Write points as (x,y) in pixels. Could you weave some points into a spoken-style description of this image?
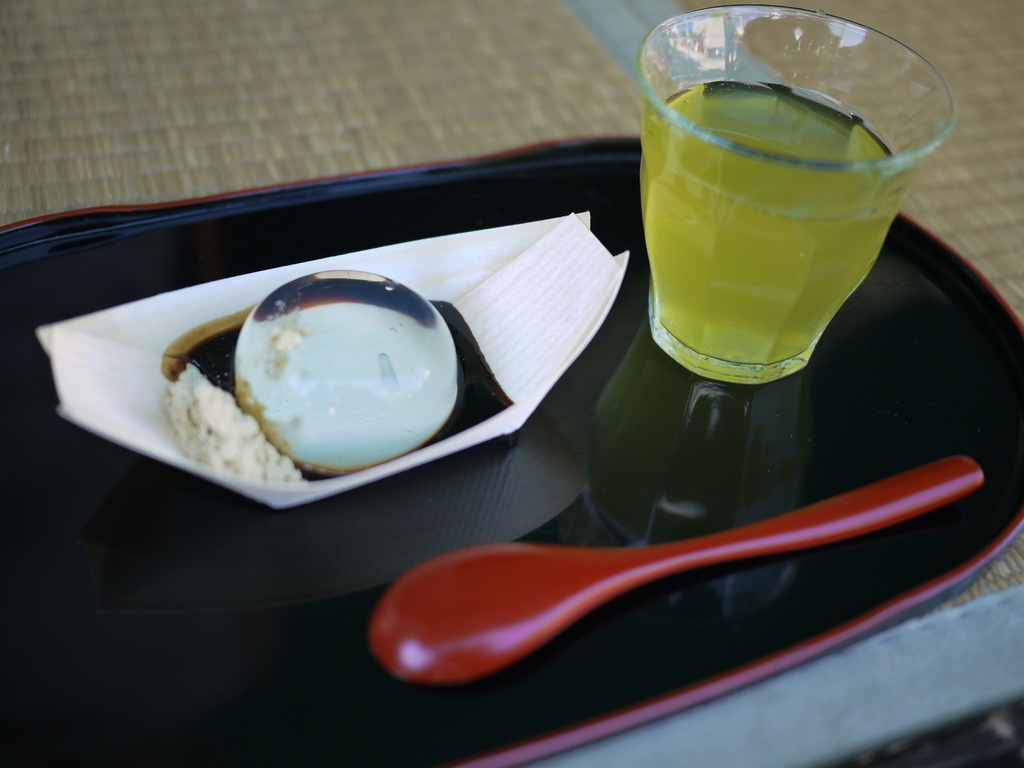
In this picture we can see a tray (56,263) with spoon (560,547), tissue paper (528,356), ball (349,295) and aside to this a glass (764,202) with drink (766,178) in it and this is placed on a floor (605,4) or a table (967,176).
